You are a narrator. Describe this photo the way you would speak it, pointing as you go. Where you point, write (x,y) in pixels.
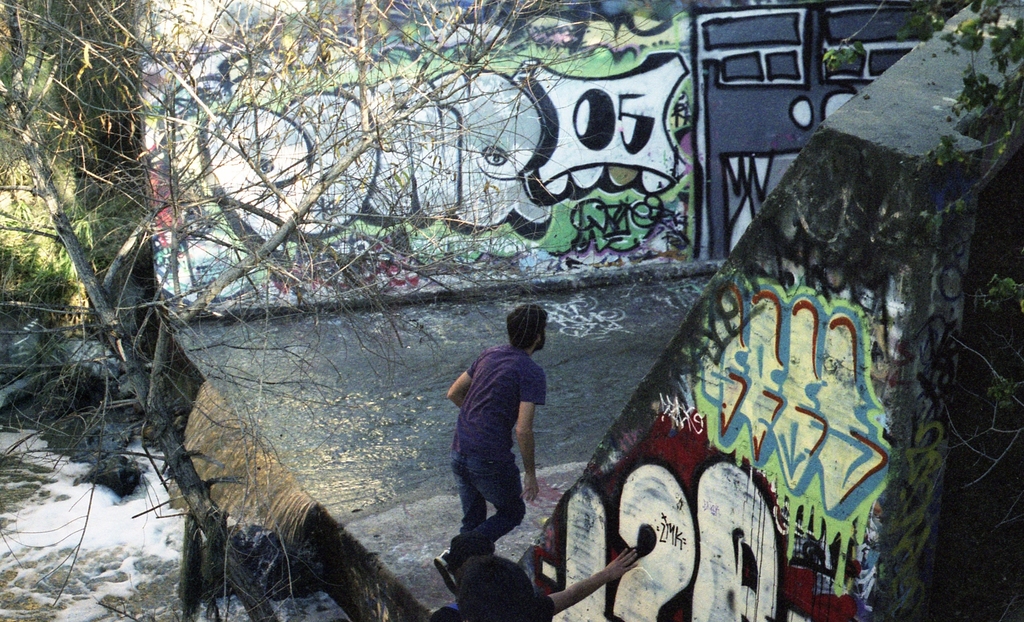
In this image I can see a person (508,494) walking on the road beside the water (26,451), also there is a tree (27,126) and graffiti (844,616) on the walls (477,263) around.
